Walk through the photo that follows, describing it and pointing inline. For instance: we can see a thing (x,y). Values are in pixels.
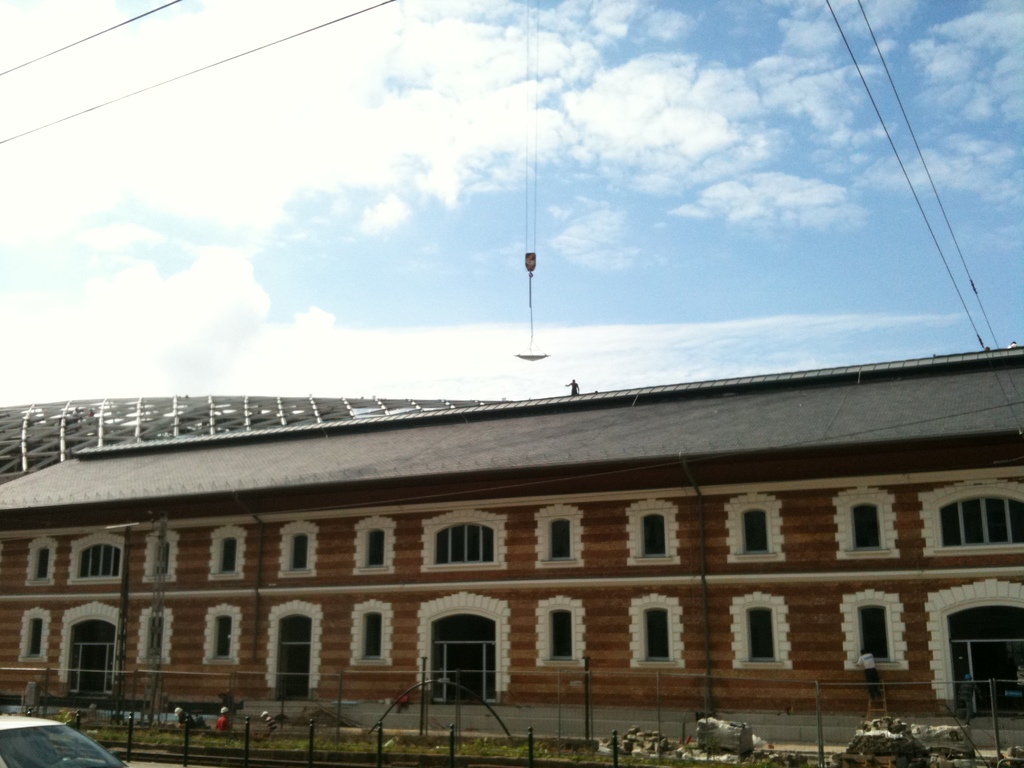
In this image we can see one house (421,464) which looks like a palace (540,504), few objects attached to the house (687,435), some poles (187,733), one fence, some objects (719,736) on the ground (305,726), few people (179,723) are standing, some grass (270,741) on the ground (233,729), some wires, two objects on the top of the house (1004,622), one car (33,737) on the bottom left side (46,749) corner of the image, one object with wires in the middle of the image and at the top (460,56) there is the cloudy sky (487,261).
